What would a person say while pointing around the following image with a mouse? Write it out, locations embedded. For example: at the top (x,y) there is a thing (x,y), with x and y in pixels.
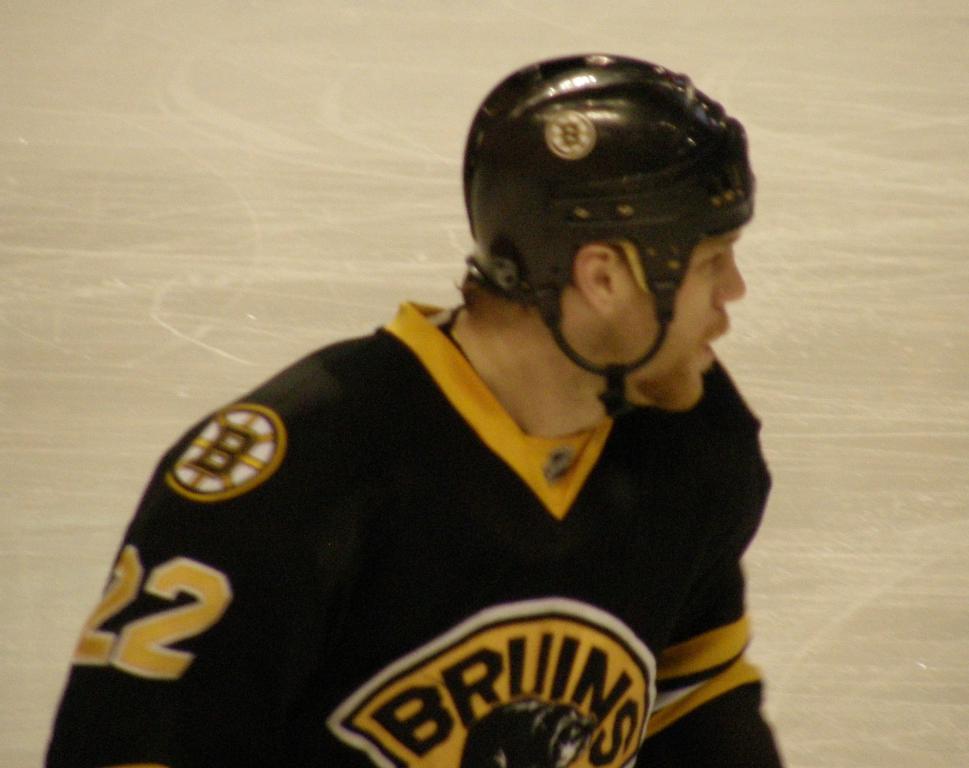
In the picture we can see a man (320,715) standing and wears a black color sports wear (182,720) and some number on it and wearing a helmet (703,187) which is black in color.
